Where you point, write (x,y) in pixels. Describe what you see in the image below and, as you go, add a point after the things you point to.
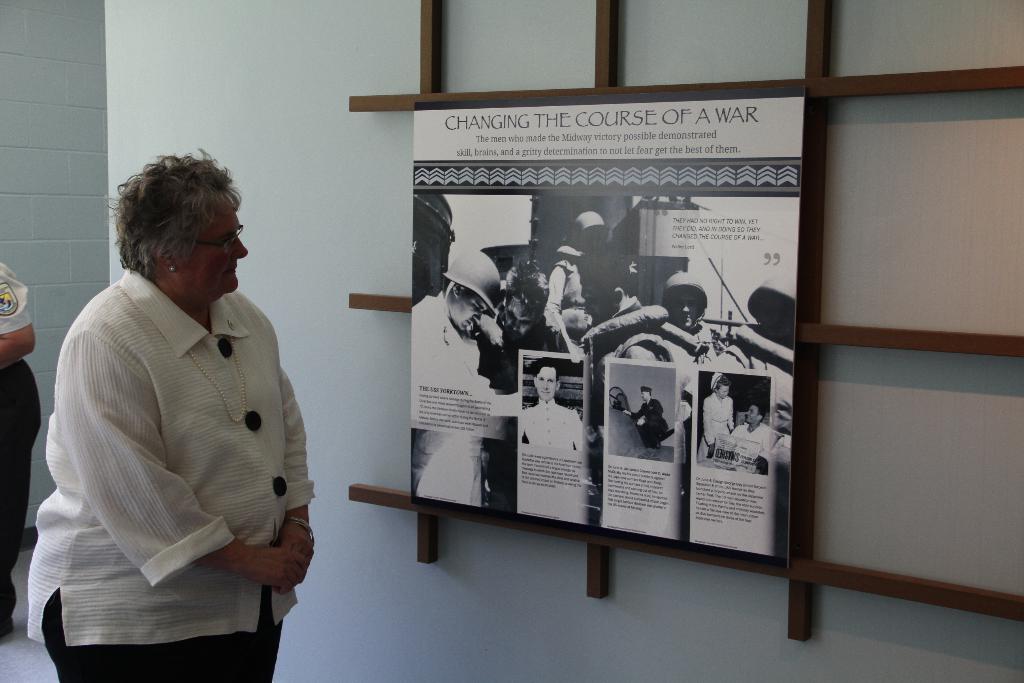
A woman (130,401) is standing at the left (135,417) wearing a white shirt (159,570) and black pant (279,623). There is a photo frame (776,528). There is a white wall (833,494) at the back (384,344).
